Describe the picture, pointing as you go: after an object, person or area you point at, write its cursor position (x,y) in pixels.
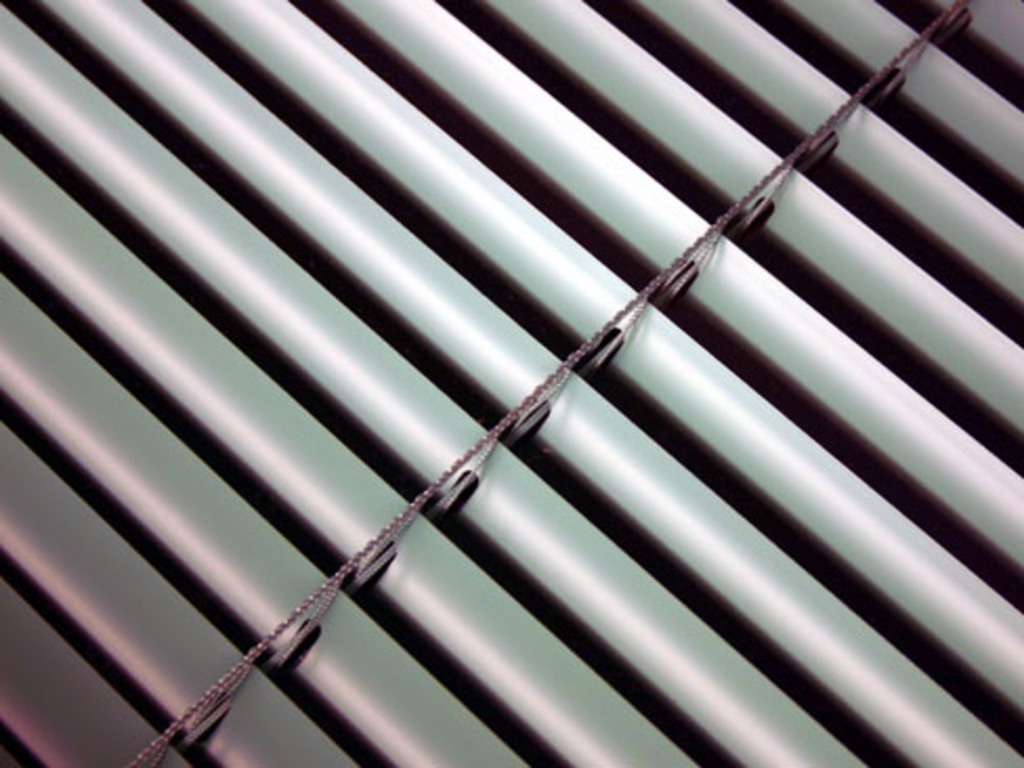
In this picture there are window sheets (272,320).
